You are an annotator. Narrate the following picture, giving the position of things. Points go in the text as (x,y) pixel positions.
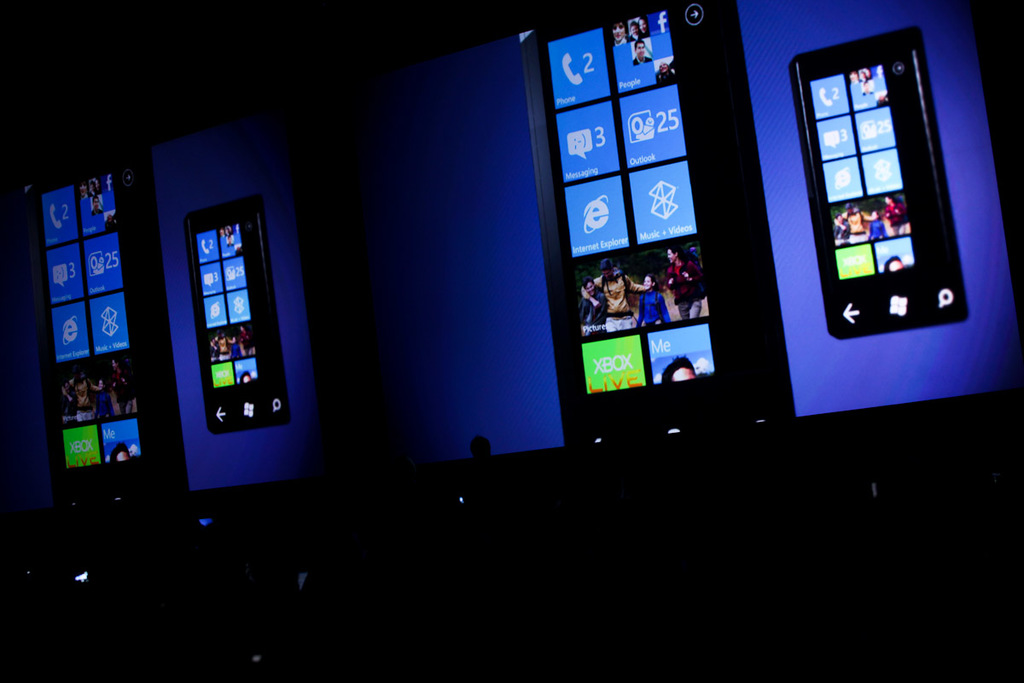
This is a dark picture, we can see some screens (472,353) and there is a blue color light background (477,238).
